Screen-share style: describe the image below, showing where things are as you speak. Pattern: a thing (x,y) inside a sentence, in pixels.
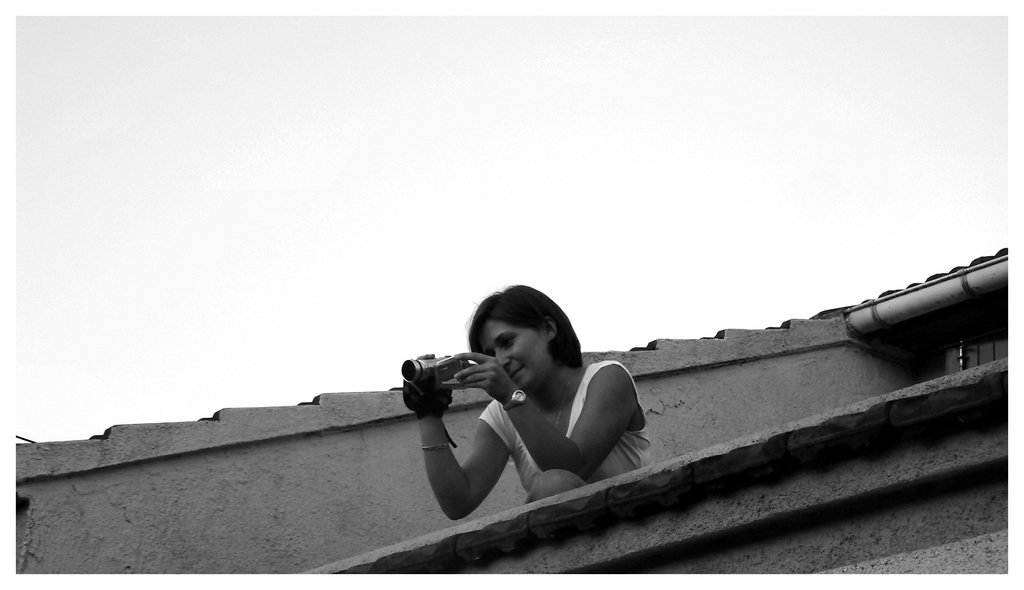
This image is taken outdoors. This image is a black and white image. At the top of the image (240,189) there is the sky (640,193). At the bottom of the image (816,466) there is a wall (807,501). In the middle of the image (544,372) a woman (558,396) is crouching and she is clicking pictures with a camera (446,373). In the background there is a wall (776,363).
